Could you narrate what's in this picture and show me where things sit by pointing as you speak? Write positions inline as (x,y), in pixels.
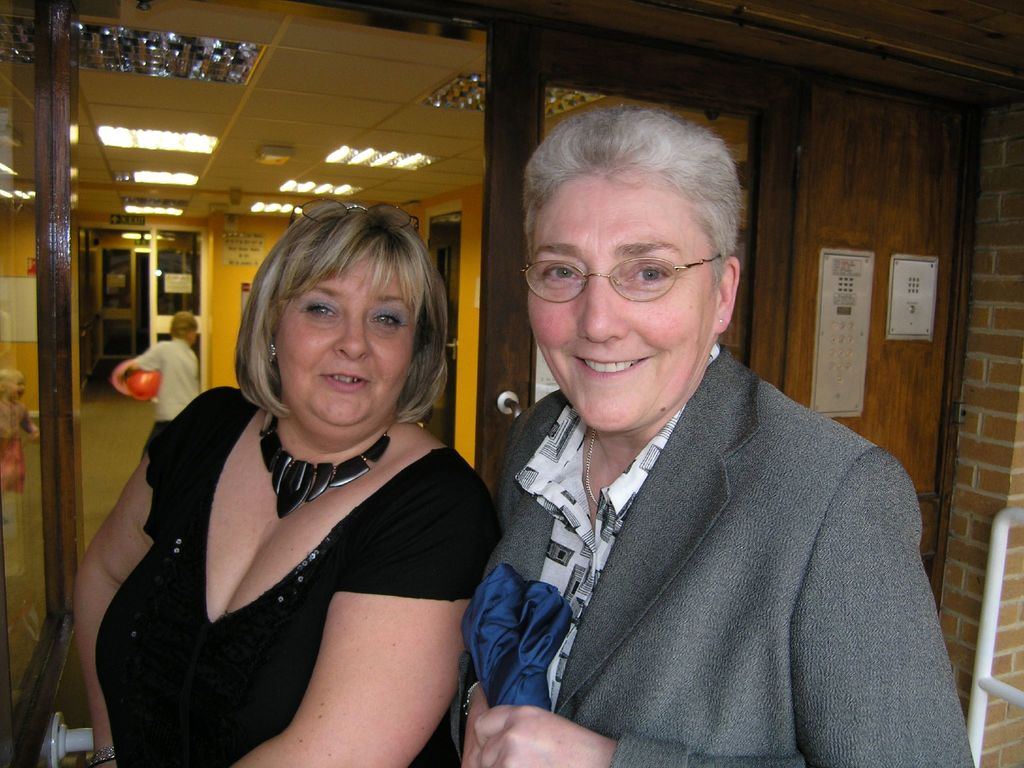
In the image in the center, we can see two persons (402,497) were standing and smiling, which we can see on their faces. In the background (430,191) there is a building (224,282), wall (220,294), roof (466,138), lights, doors (190,255), sign boards (178,283) and one person (177,353) standing and holding some objects (150,383).
